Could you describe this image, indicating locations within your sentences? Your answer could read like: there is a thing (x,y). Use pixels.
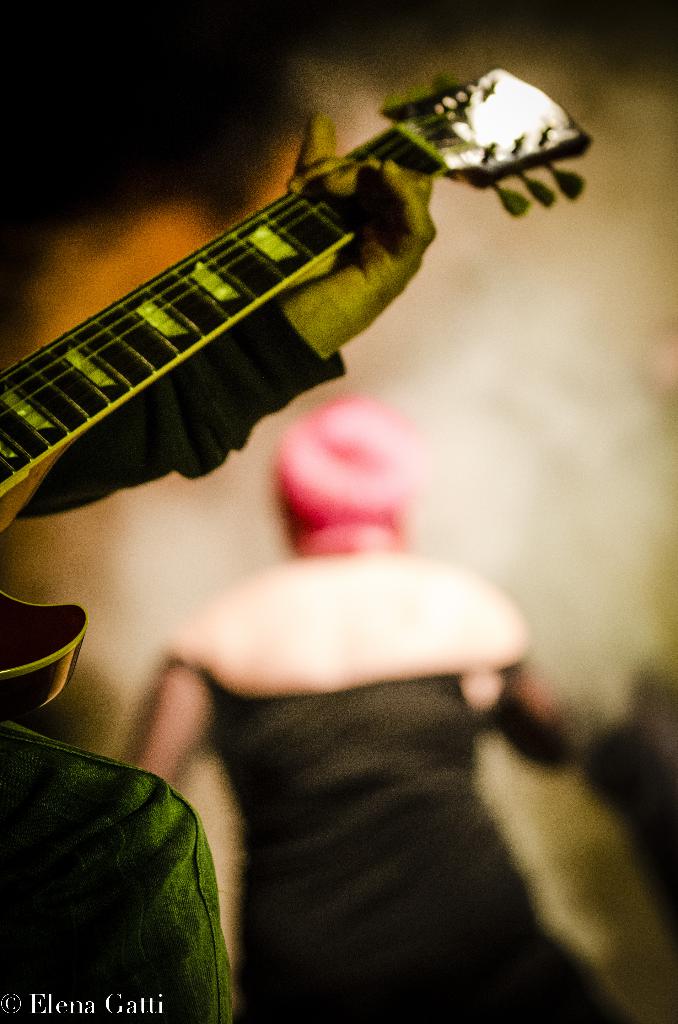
In this image i can see two persons (364,744), one person (467,900) is standing and the other person (239,396) is holding the guitar (265,239).
